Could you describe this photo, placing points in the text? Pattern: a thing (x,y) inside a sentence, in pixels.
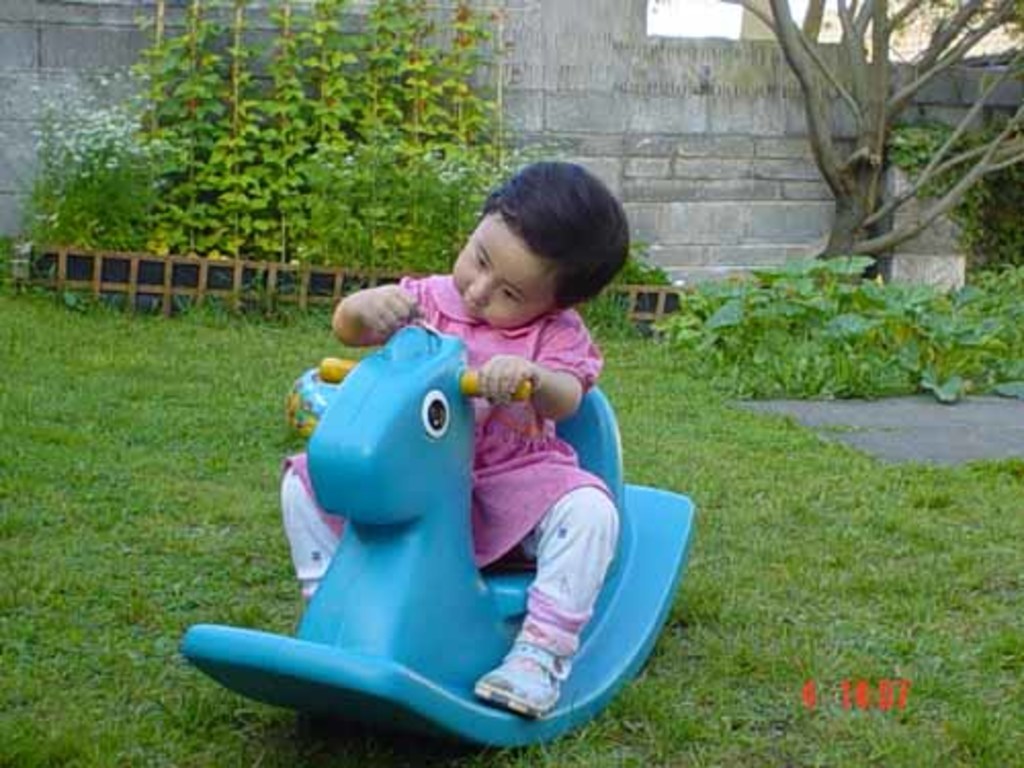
In the middle of the image (532,262) a kid (482,225) is sitting on a toy (348,561). Behind her there is grass (27,306) and plants (107,176) and trees (842,215). Behind them there is wall (634,163).
